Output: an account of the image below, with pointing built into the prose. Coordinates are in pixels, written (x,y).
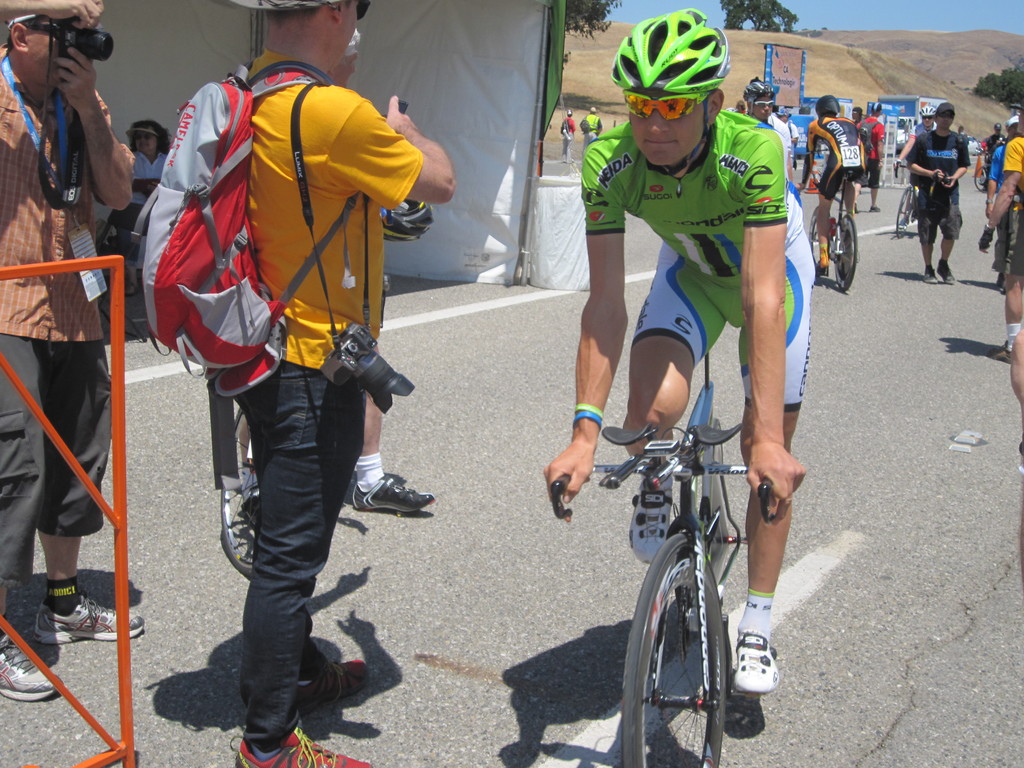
In the image we can see there are people (835,153) sitting on the bicycle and they are wearing helmets (757,82). There are few people (298,210) standing on the road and they are carrying camera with them. Behind there is a tent (150,112) and there are people (156,147) sitting in the tent (373,54). There are trees (769,6) and there is a clear sky (984,14).
